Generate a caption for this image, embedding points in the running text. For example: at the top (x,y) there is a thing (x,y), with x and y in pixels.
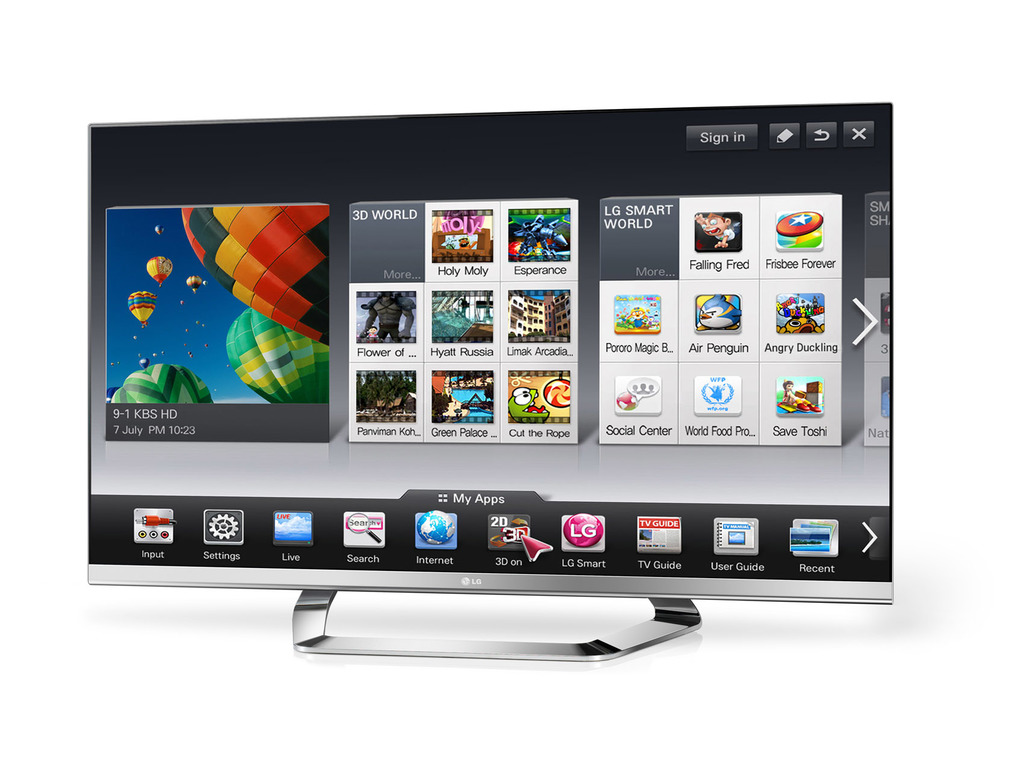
In this picture we can see a television (785,469). On the screen (621,293) we can see hot air balloons (306,337), sky (132,245), and logos (802,553).
